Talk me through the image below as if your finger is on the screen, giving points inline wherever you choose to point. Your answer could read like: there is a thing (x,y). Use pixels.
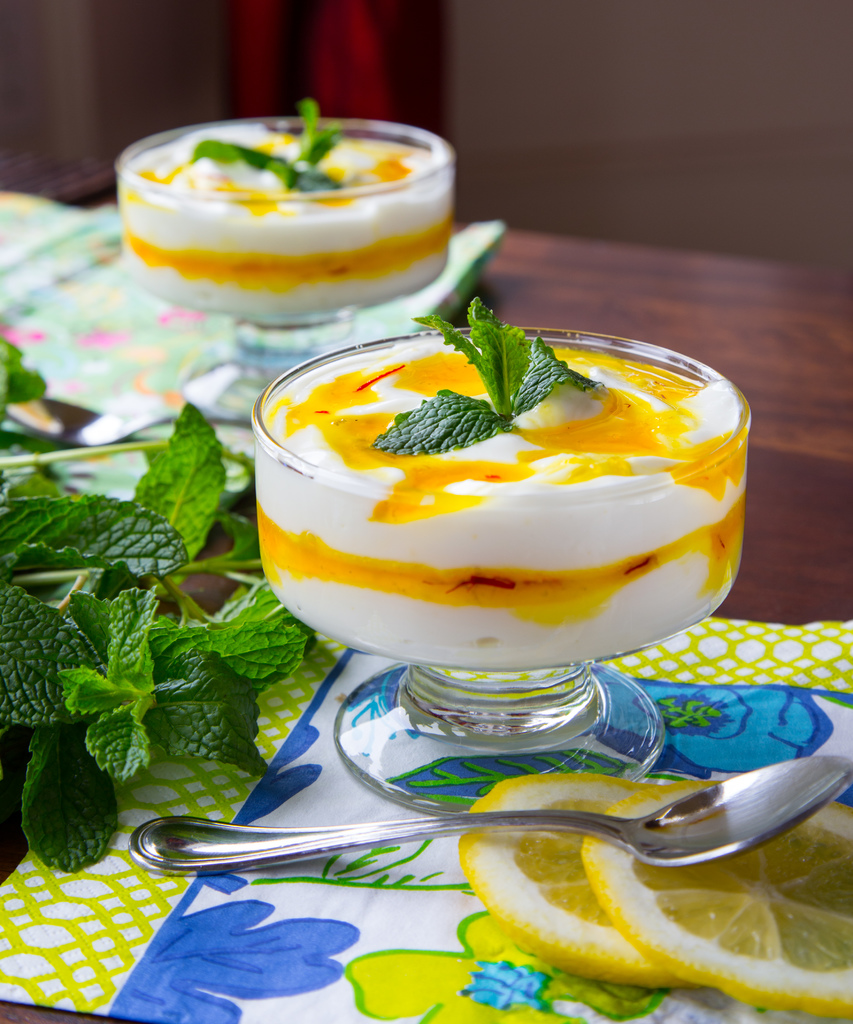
In the foreground of this image (462,543), there are dessert glasses (356,464) on the mat (278,947) which is on the wooden surface (790,482). We can also see lemon slices (647,891), spoons (767,829) and the leafy vegetable (110,626) on the table (81,1016). In the background (604,105), there is a wall (633,82) and an object (237,61).
